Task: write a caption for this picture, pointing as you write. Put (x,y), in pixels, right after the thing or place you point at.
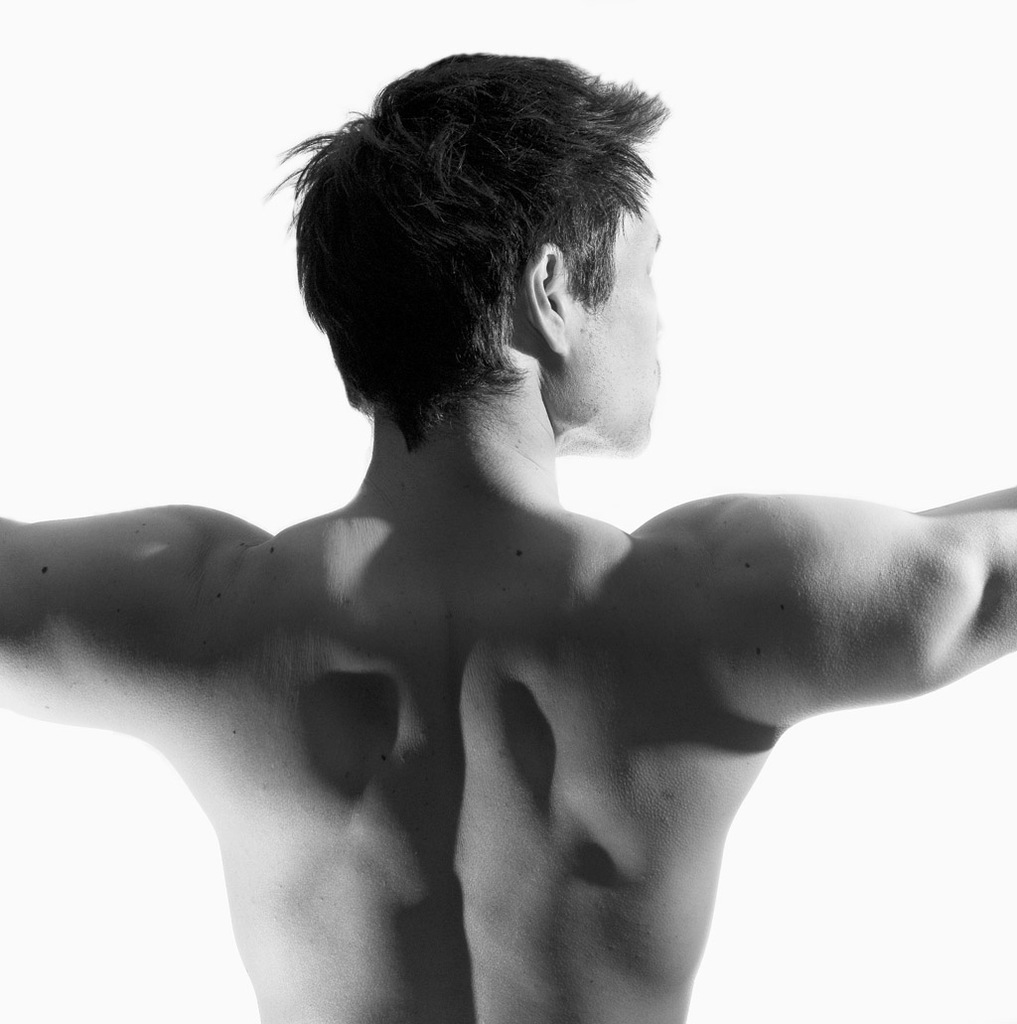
In this image in the center (394,631) there is one person (366,669), and the background (1001,848) is white in color.
